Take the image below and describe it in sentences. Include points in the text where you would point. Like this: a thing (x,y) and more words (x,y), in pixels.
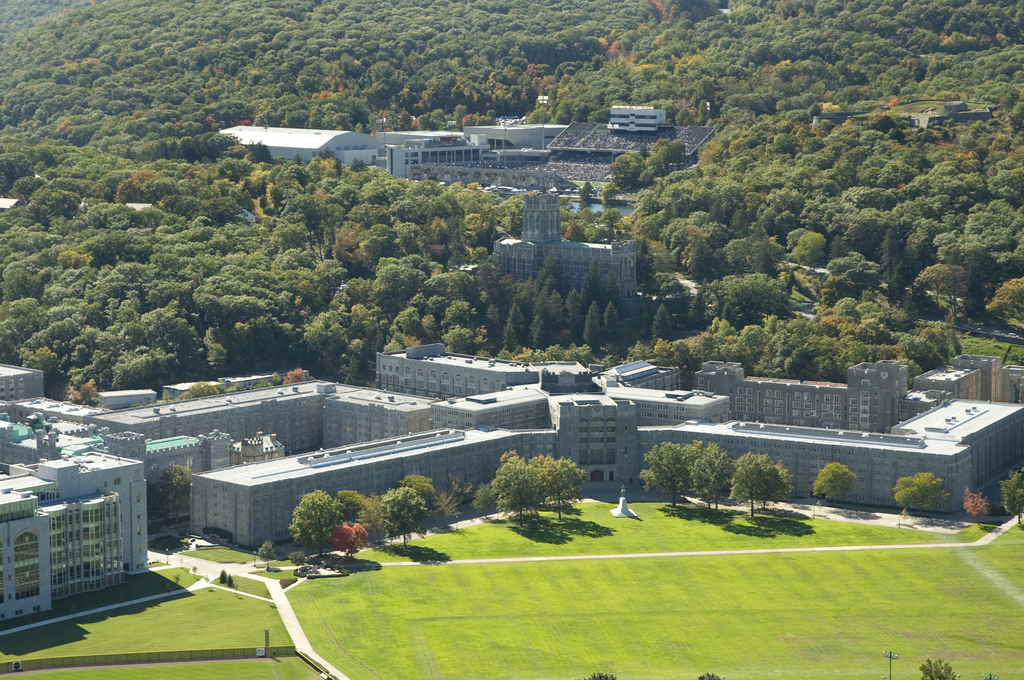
There is grass lawn (445,594). Near to that there are trees (446,491), buildings (471,414). In the background (309,201) there are buildings (436,160) and trees (669,154).
